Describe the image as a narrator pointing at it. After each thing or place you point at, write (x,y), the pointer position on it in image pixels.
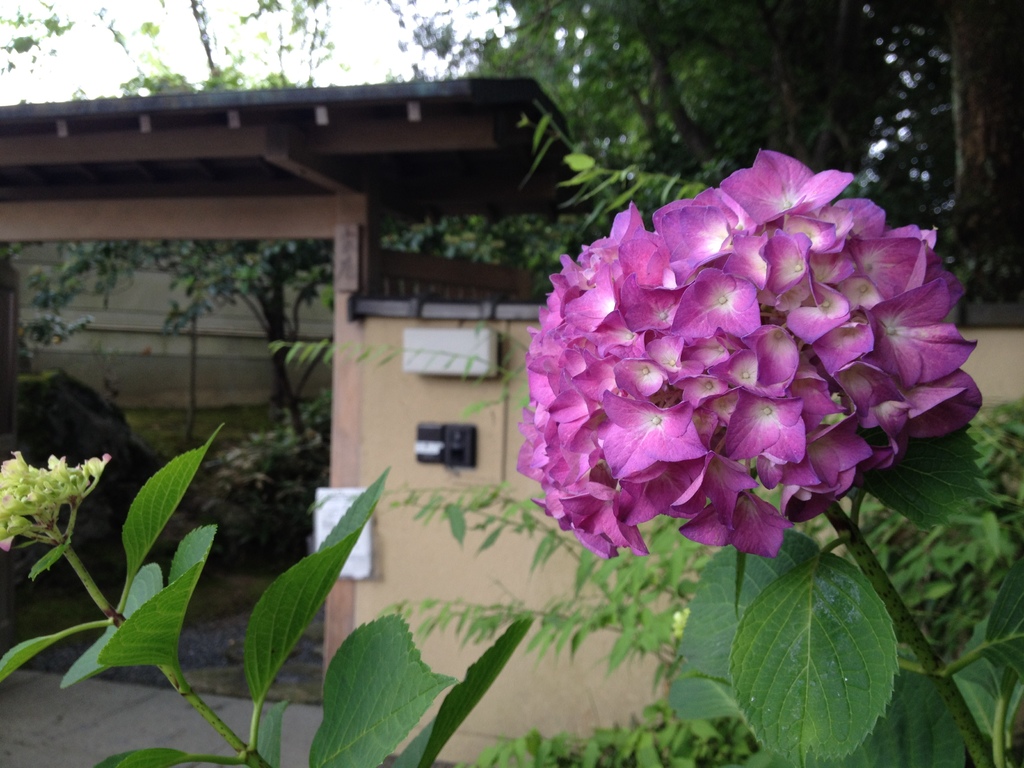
In this picture we can see a bunch of flowers (756,399) to the stem (897,602). Behind the flowers (737,322) there is the wall (391,392), trees (690,126) and it looks like a house (241,123). Behind the house (112,155) there is the sky (230,38).
